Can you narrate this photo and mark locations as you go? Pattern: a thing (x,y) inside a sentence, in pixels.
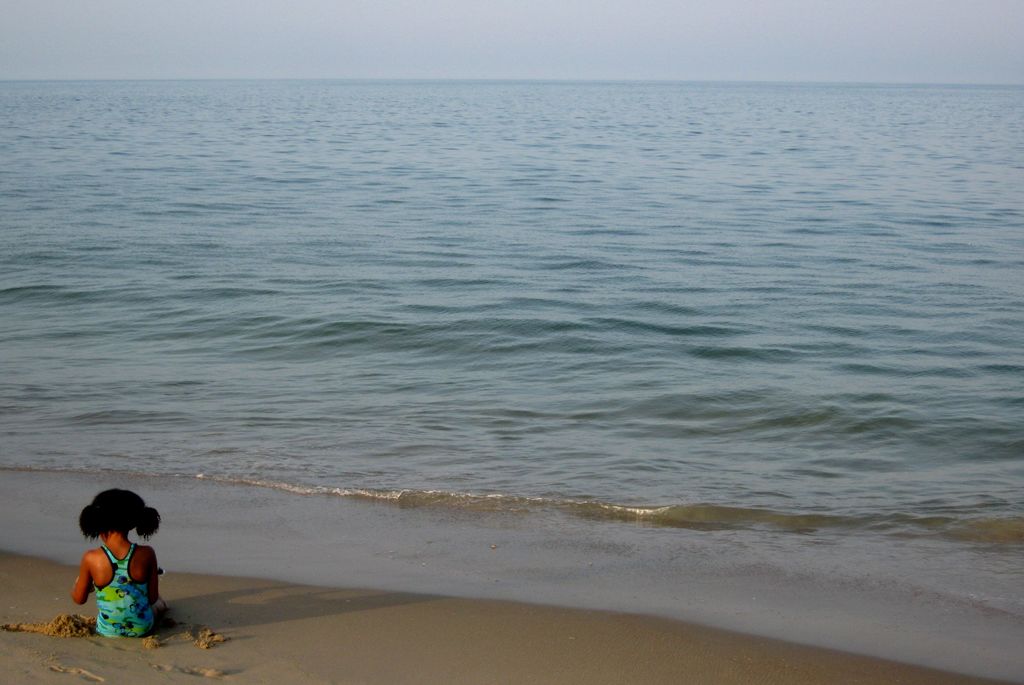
At the bottom (446,662), we see the sand (335,596). We see a girl (147,548) in a green and blue dress (132,547) is sitting in the sand (162,582) and she might be playing. In the middle (518,423), we see water (491,351) and this water (591,278) might be in the sea (698,394). At the top (518,61), we see the sky (484,67). This picture might be clicked at the seashore (774,505).
